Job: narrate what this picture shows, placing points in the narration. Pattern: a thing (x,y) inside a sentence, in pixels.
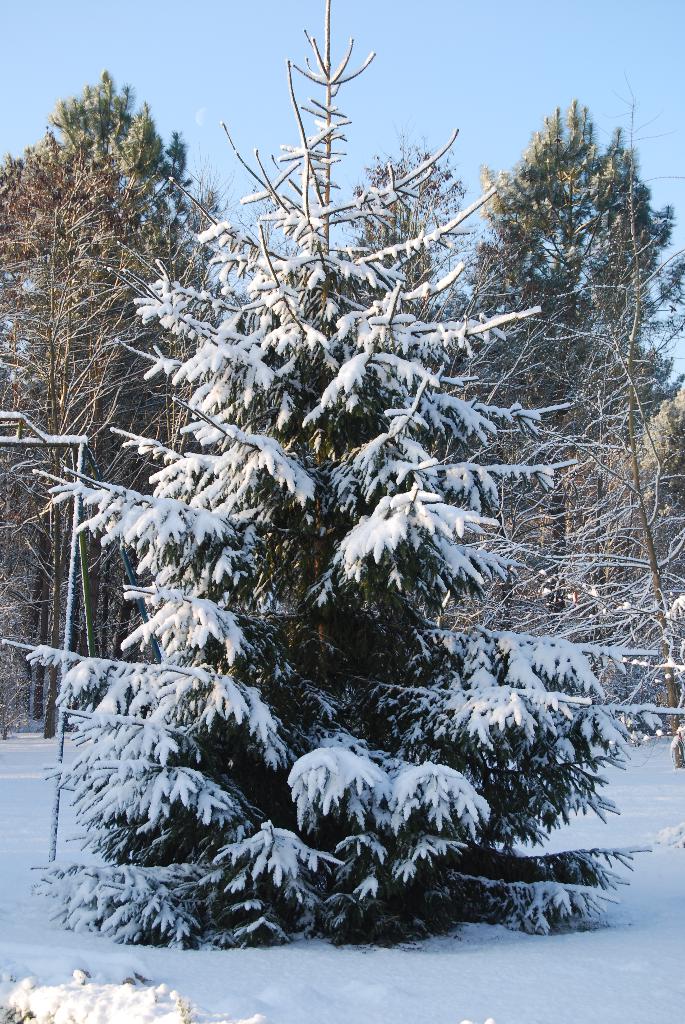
In this image we can see a group of trees (362,587) which are covered with the snow (356,574). We can also see a pole (1,420) and the sky (461,48) which looks clear.
